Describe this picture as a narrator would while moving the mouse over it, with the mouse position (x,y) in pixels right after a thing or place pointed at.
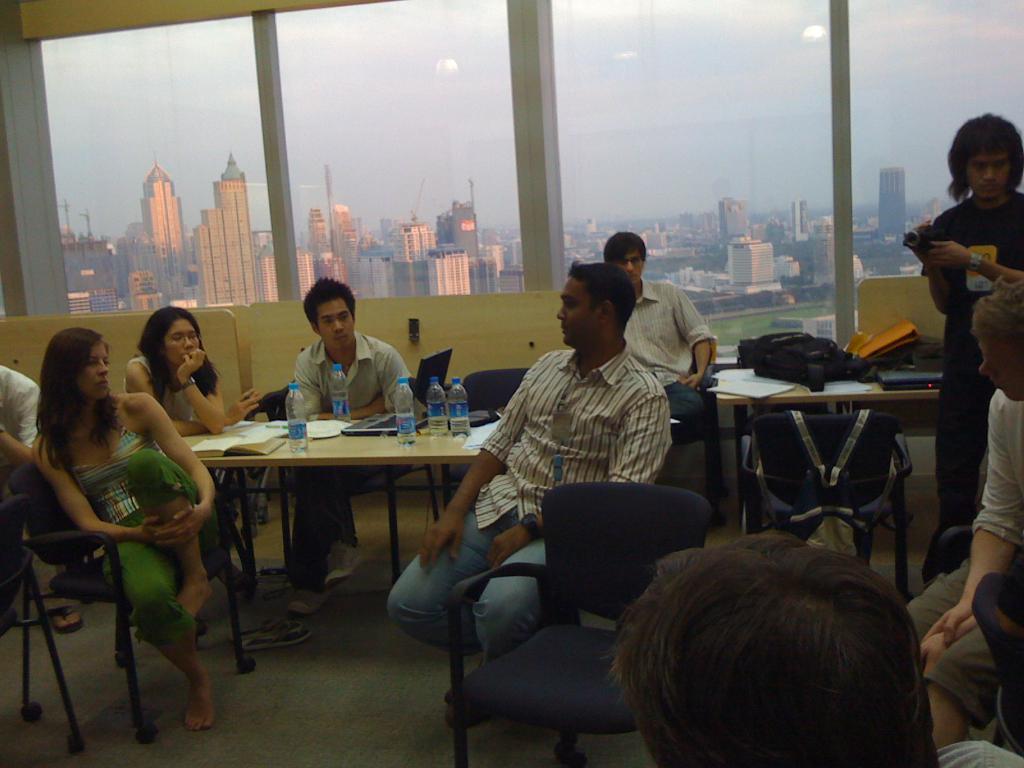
in this picture we can see a group of people (587,328) sitting on a chair (692,427), and in front there is the table (261,457) and water bottles (343,393), and laptop (436,365) on it, and at back there is a person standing and holding a camera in his hand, and at back of him there are bags (786,340) on the table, and there is a glass (684,186), and we can see many buildings (408,225).
